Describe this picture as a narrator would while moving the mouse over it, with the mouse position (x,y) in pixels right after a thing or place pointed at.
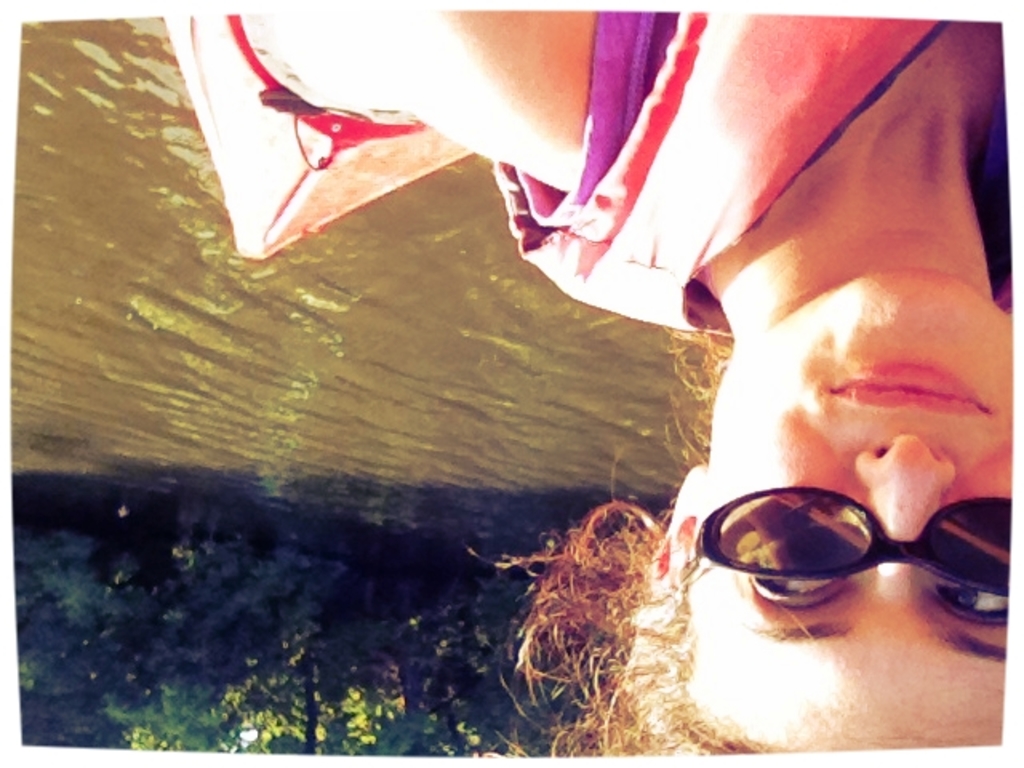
In this picture there is a woman (635,552) smiling and we can see boat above the water (389,486) and trees (237,658).
